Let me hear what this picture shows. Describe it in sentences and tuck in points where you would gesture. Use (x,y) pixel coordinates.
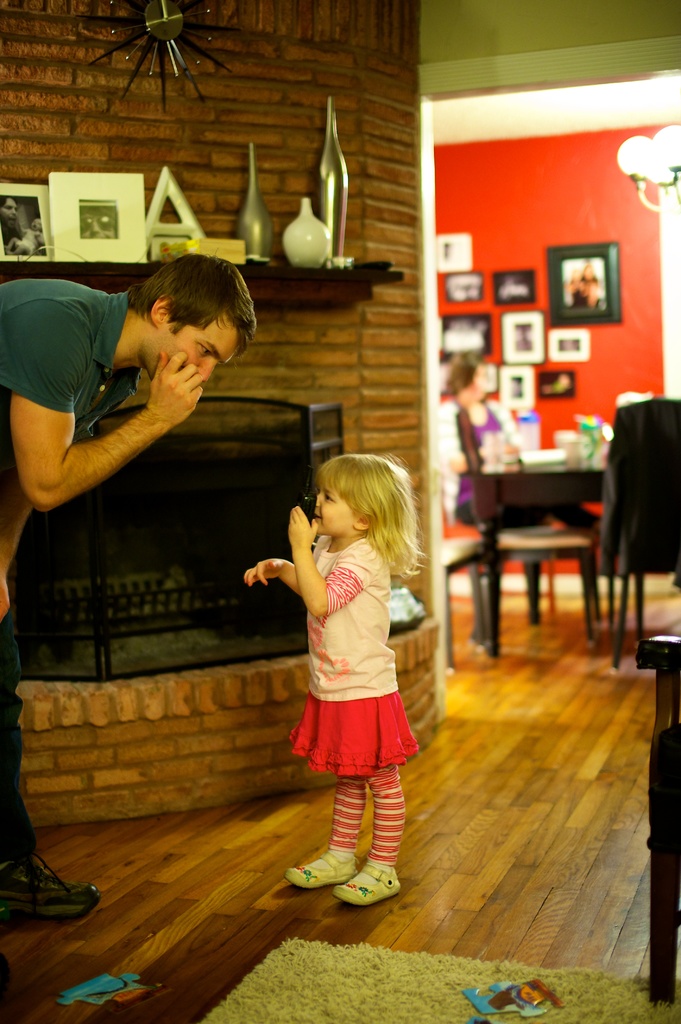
In the left middle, a person (241,297) is standing. And in the middle (352,620) bottom, a kid (355,596) is standing. A background wall (319,121) is of light brown in color on which clock (222,28) is mounted. In the right (574,179), the background wall (578,187) is red in color on which photos (590,247) are there. In the middle (448,549), chairs (483,582) and table (540,479) is there on which bottle (539,422), glasses (584,447) etc. are kept. This image is taken inside the house (547,821).
